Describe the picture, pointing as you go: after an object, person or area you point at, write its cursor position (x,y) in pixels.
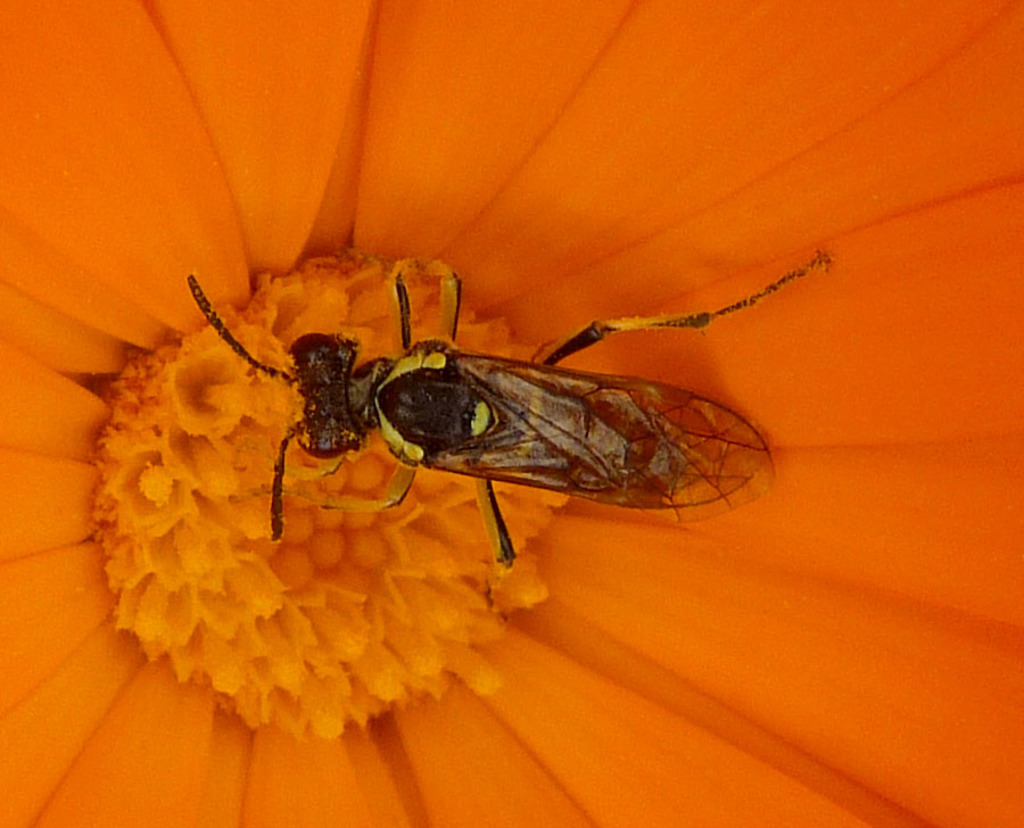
In this picture we can see an insect (317,343) on an orange flower (577,279).
